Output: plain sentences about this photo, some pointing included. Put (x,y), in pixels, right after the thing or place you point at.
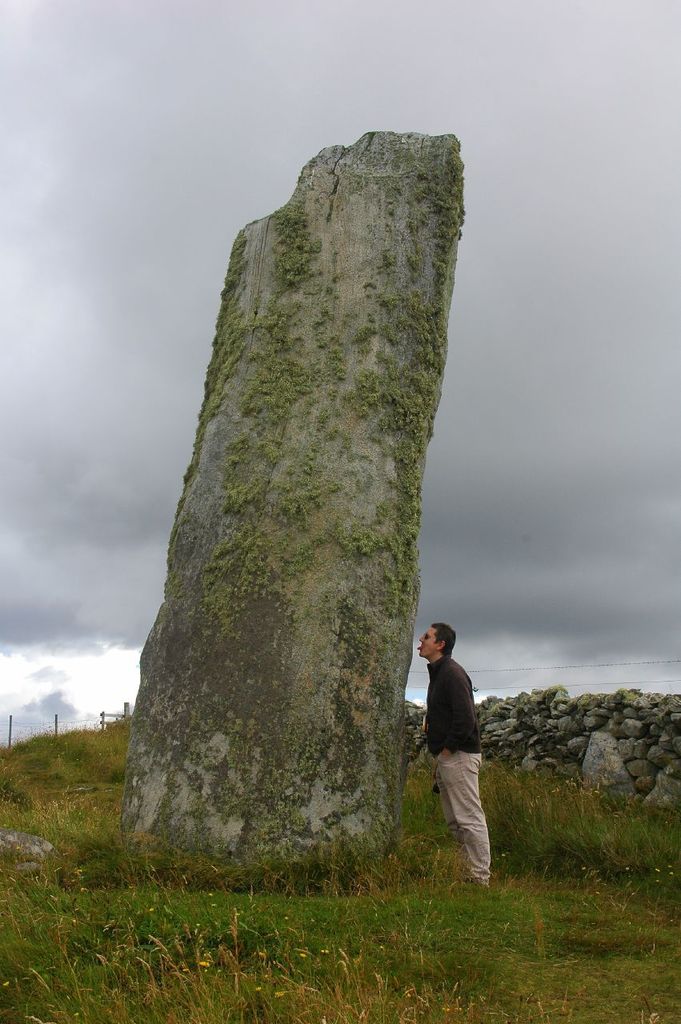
In the picture I can see a person (458,817) standing on the grass (391,892), here I can see a big rock (280,751), I can see stone wall (570,720), the grass (489,785), fence,0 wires (653,663) and the cloudy sky (286,178) in the background (630,101).
